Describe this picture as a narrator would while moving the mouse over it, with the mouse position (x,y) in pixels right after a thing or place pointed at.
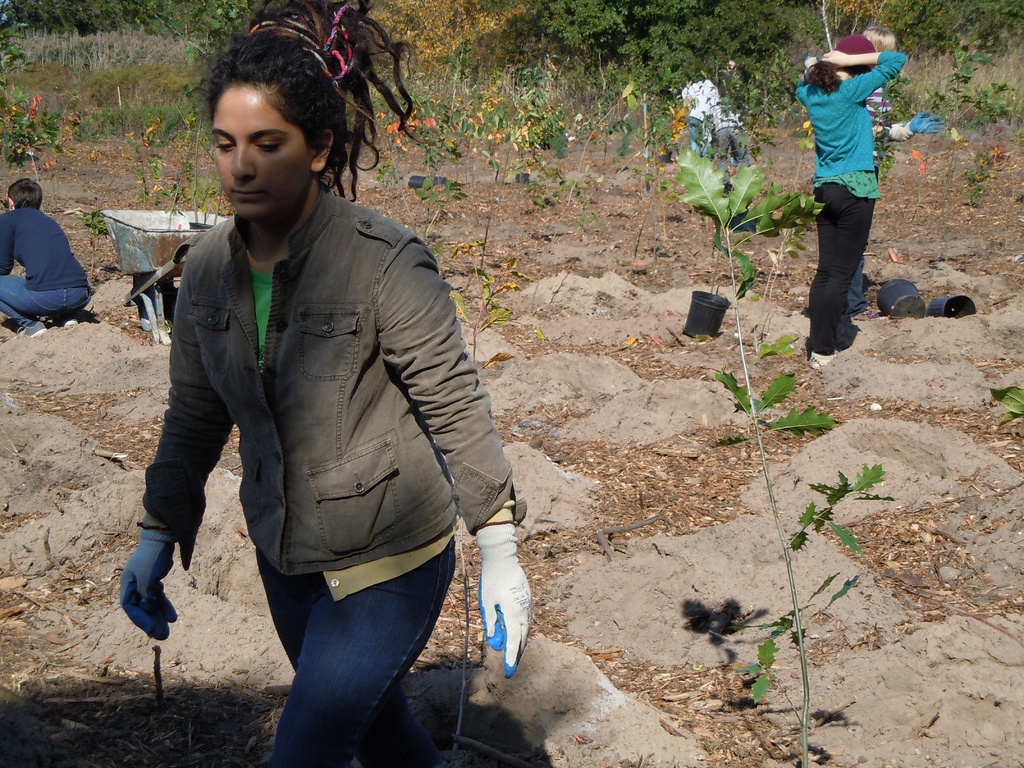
In this image in the front (331,447) there is woman (354,505) walking and there is a plant (791,416). In the background (424,153) there are persons (34,240) standing, sitting and there are trees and plants (571,183).
